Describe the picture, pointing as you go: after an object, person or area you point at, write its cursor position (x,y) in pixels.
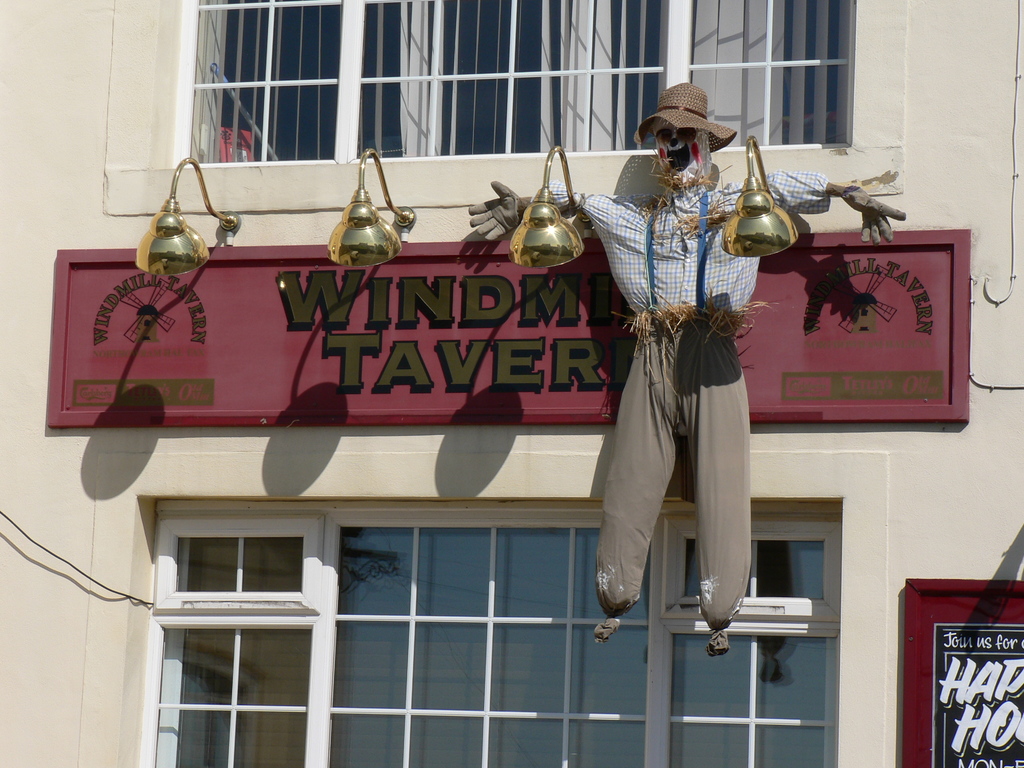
In this image I can see a building's wall (77,228) and on it I can see two boards (315,330), few lights (545,239), windows (290,766) and a scarecrow (722,357). I can also see something is written on these boards (857,349).
